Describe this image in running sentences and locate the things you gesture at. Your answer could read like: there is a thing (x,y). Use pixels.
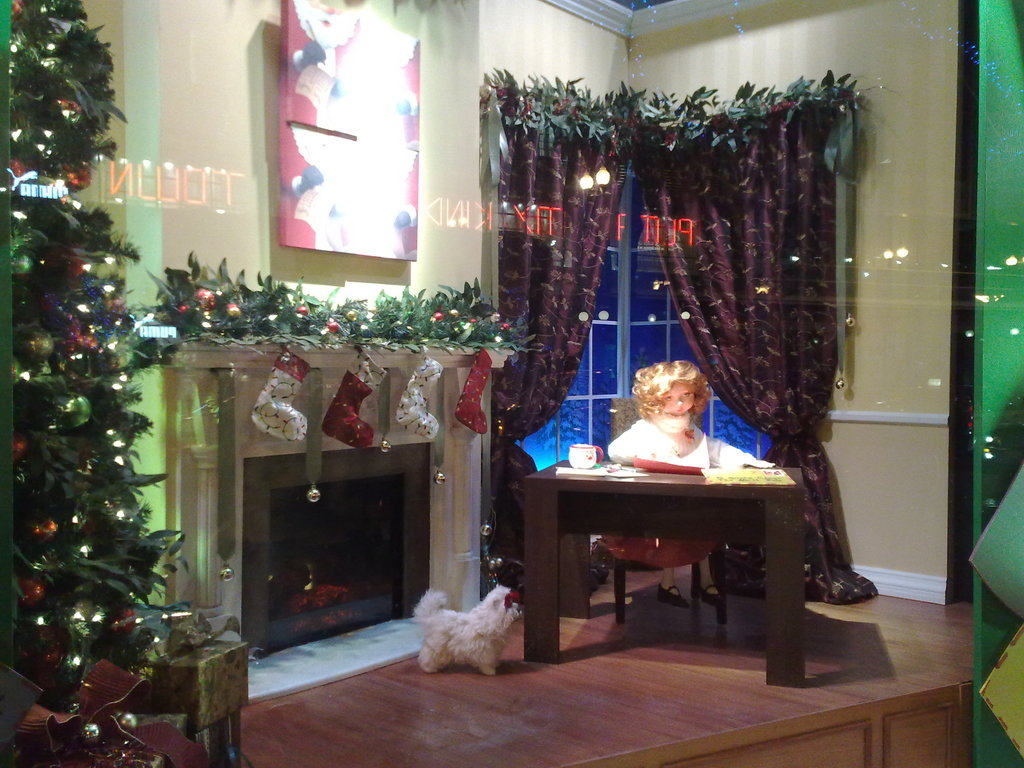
In this image I can see a doll (667,438), cup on the table (613,482). On the floor (497,682) there is a dog (470,643) and there is Christmas tree (82,399).
